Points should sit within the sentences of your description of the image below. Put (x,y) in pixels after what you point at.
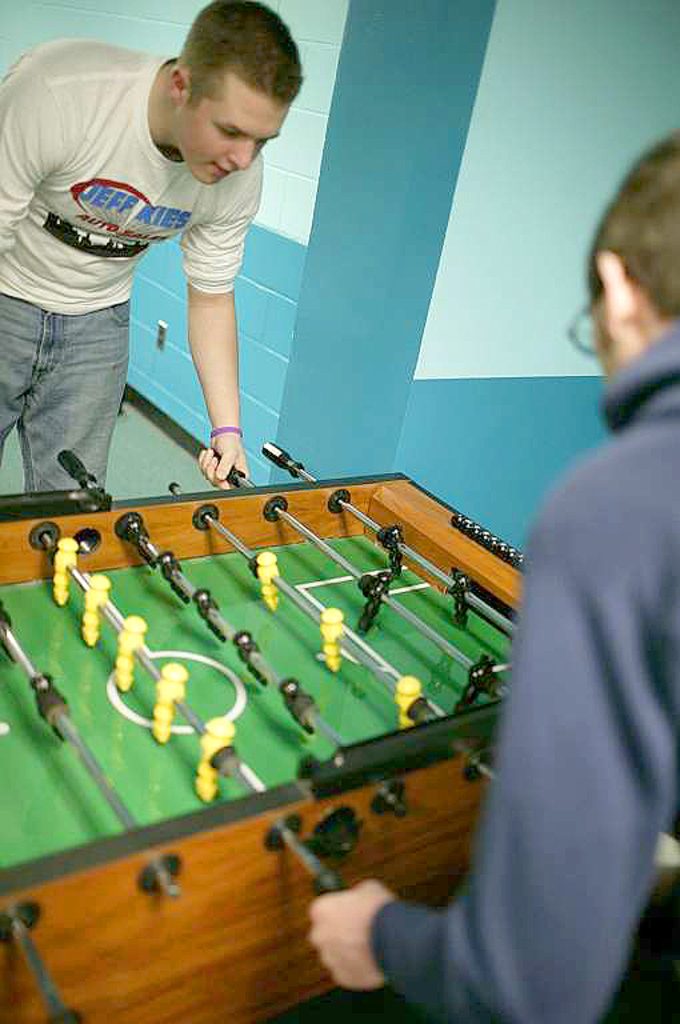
In the picture I can see two men (211,470) are standing on the floor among them the man (214,185) on the left side (211,463) is holding an object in the hand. Here I can see a table football (236,757). In the background (283,385) I can see a wall (259,237).
